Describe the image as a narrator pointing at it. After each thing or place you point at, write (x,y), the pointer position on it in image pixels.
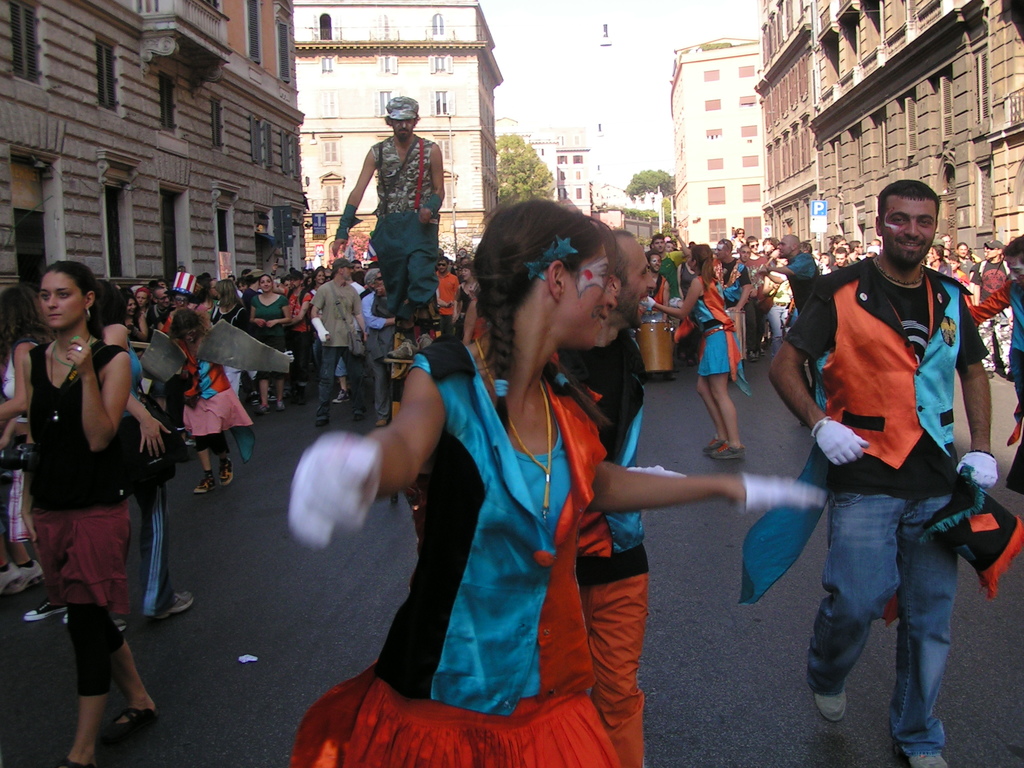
In the middle of the image (633,269) few people (437,162) are walking and standing and holding something (1013,556) in their hands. Behind them there are some trees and buildings (456,46).
